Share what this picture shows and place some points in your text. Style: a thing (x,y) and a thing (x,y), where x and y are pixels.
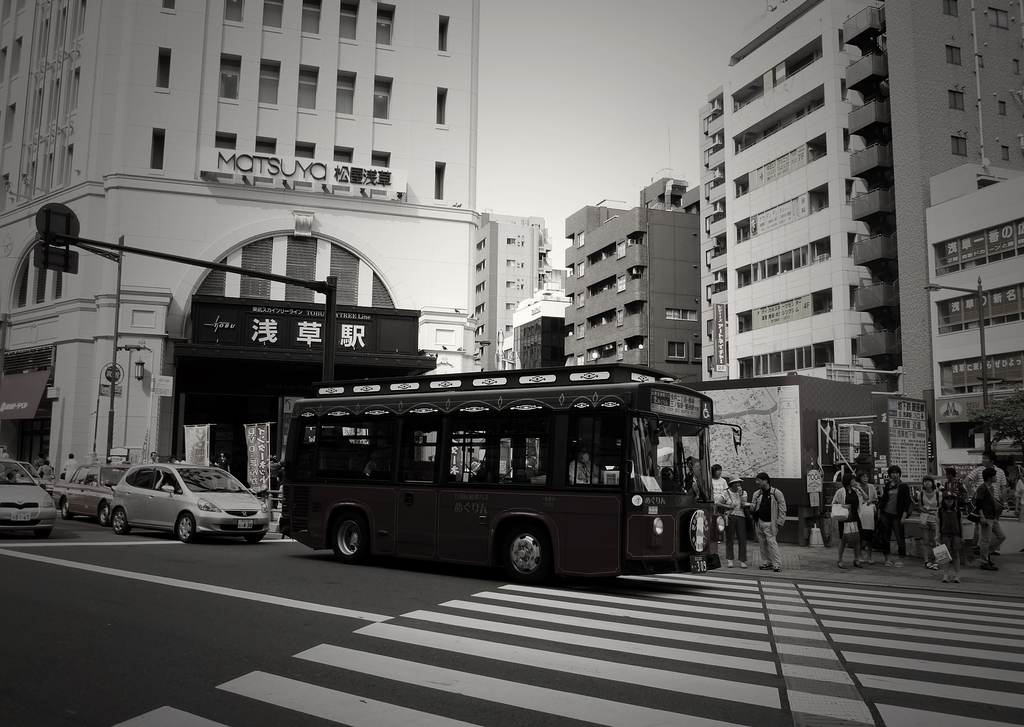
In this picture I can see few vehicles (408,550) on the road (529,597), on the right side (854,488) a group of people (896,494) are standing, in the background (636,346) there are buildings (676,303), at the top (588,122) there is the sky (630,110). This image is in black and white color.
